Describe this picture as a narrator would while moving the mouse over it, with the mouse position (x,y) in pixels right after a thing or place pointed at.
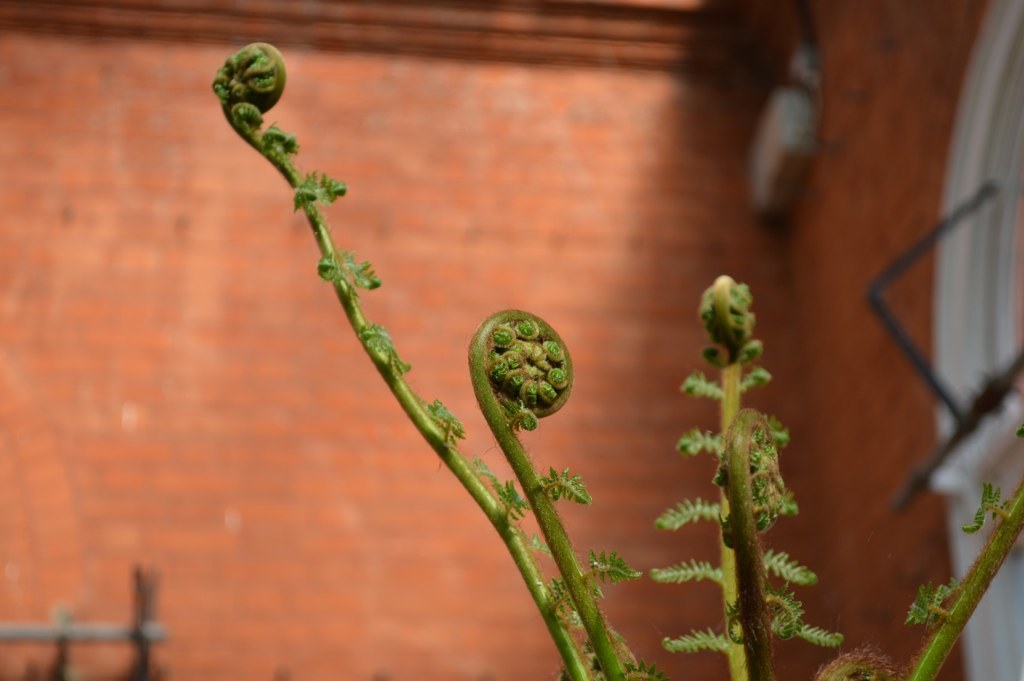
In this image at front (631,672) there is a plant (517,335) and at the back side (440,370) there is a wall (575,143).
